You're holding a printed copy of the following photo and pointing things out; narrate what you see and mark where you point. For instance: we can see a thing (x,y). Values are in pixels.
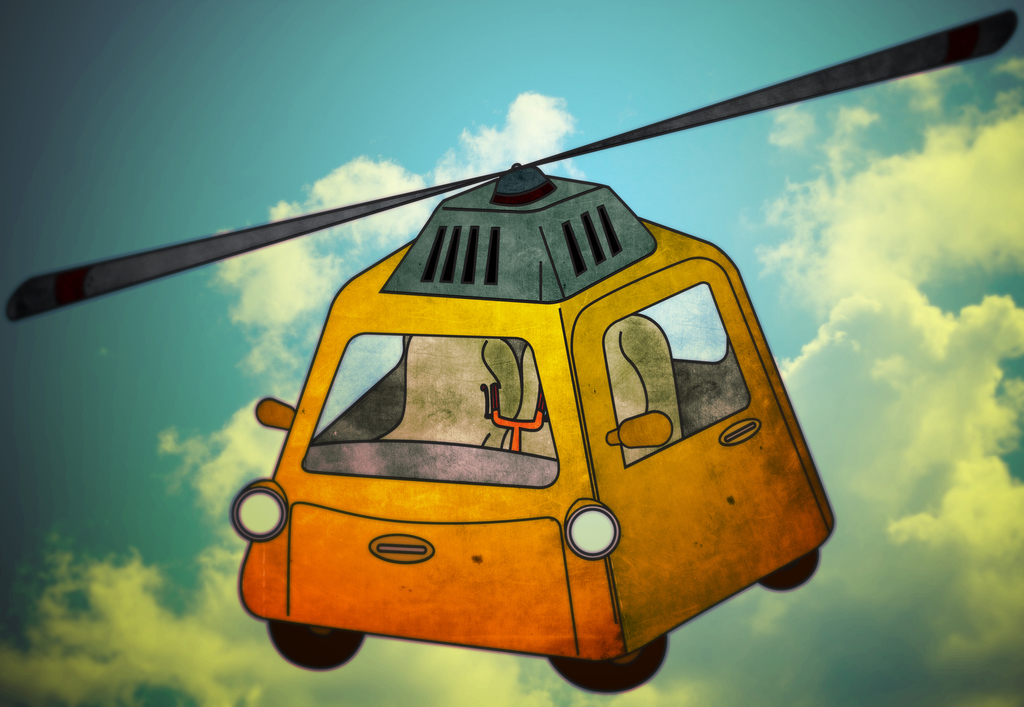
In this image I can see a depiction of a vehicle (429,287). In the background (790,233), I can see the clouds (913,290) in the sky (935,220).
